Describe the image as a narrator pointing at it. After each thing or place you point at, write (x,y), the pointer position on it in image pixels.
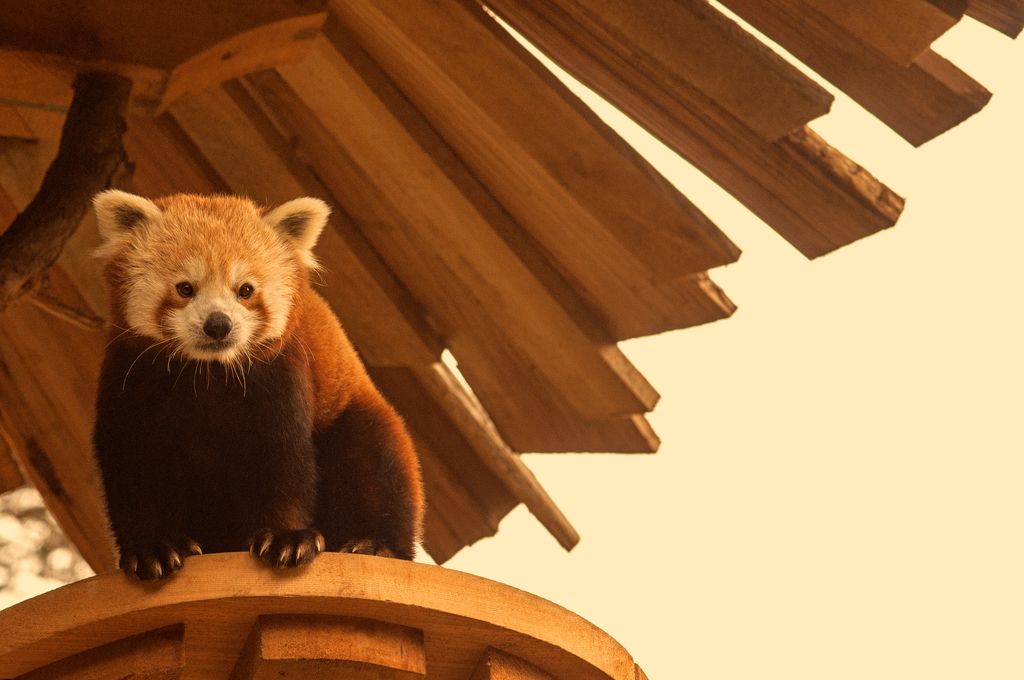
In this image there is a red panda (254,427) sitting on a table (372,571) under a wooden roof (44,429).
